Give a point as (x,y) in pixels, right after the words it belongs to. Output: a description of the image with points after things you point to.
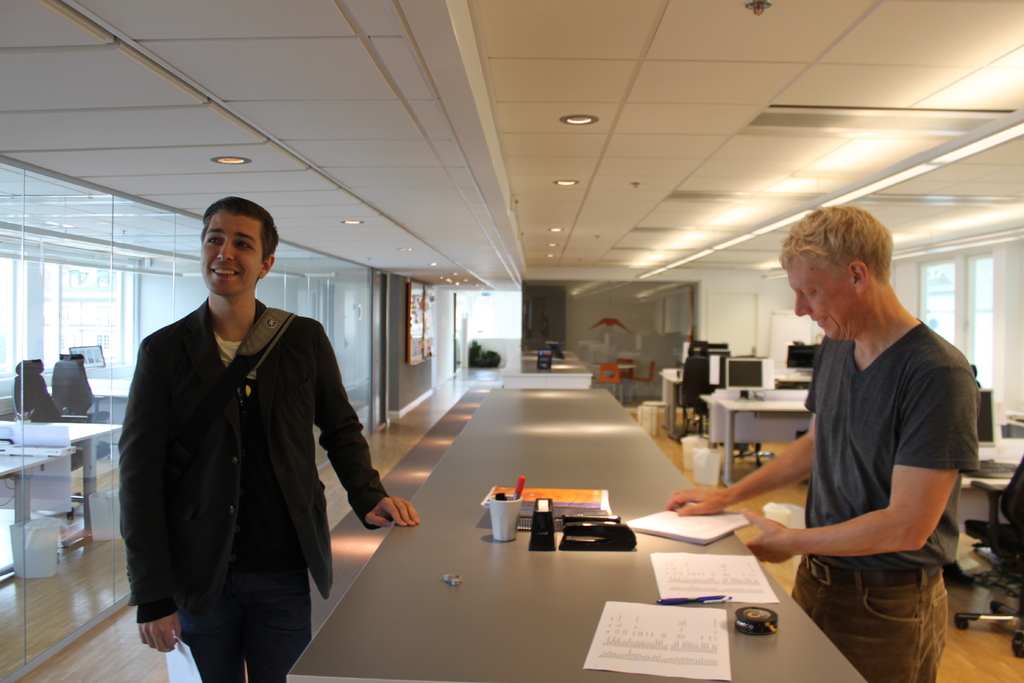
In this picture we can see two men (417,522) standing in the front (348,466). In the middle (489,410) there is a table (413,582) with some papers (663,568). On the top (483,183) there is a ceiling (513,230) and some lights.
